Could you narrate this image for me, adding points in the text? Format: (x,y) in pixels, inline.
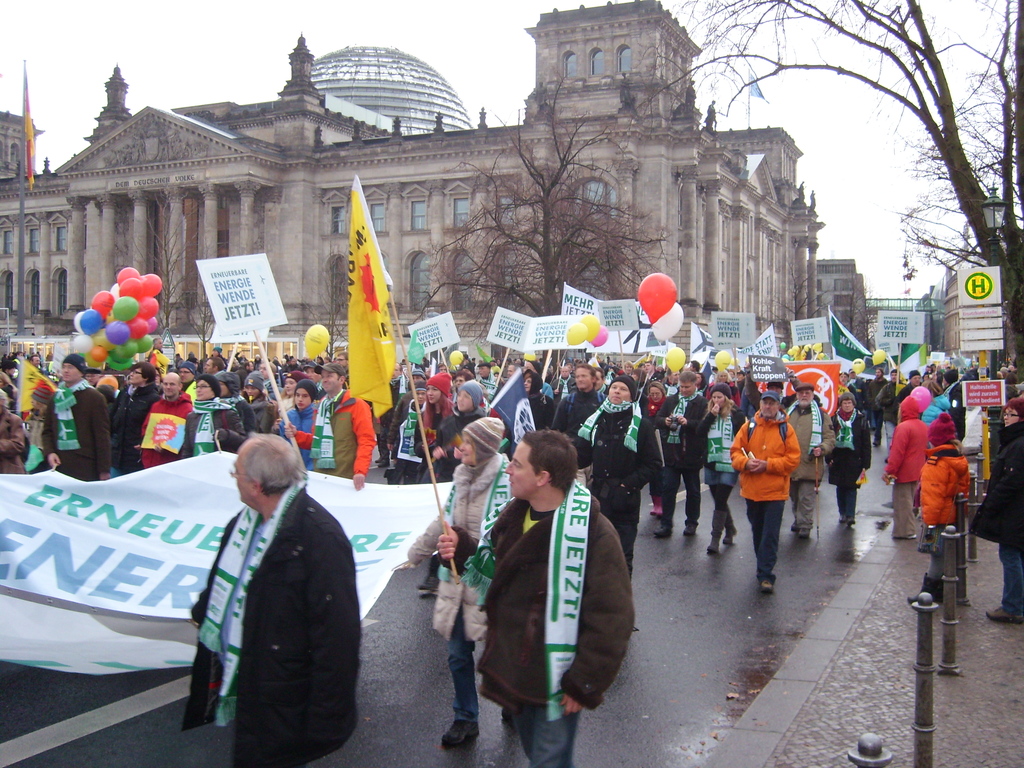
In this image I can see people (485,461) on the road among them some are holding balloons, placards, flag (361,303) and a banner (183,577). In the background (525,157) I can see buildings (433,183), trees (539,263) and the sky (426,2). Here I can see poles (943,604), boards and other objects (943,604).
